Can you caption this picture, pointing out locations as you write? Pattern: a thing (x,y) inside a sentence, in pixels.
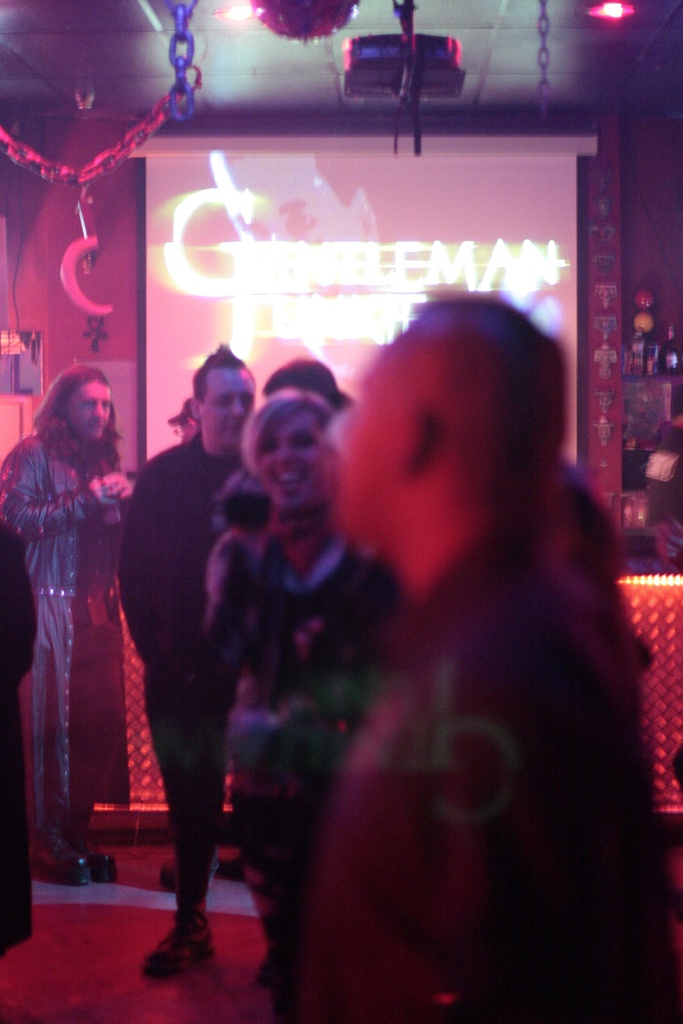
This picture is clicked inside. In the foreground (252,548) we can see the group of people (191,614) standing on the ground (212,966). In the background (447,170) there is a projector screen (212,244) on which we can see the text (334,254) and there are some objects (675,364) in the background (18,339). At the top (96,14) there is a roof (216,21), ceiling lights (239,8), projector (395,62) and some decoration items (308,15) hanging on the roof (135,50).
